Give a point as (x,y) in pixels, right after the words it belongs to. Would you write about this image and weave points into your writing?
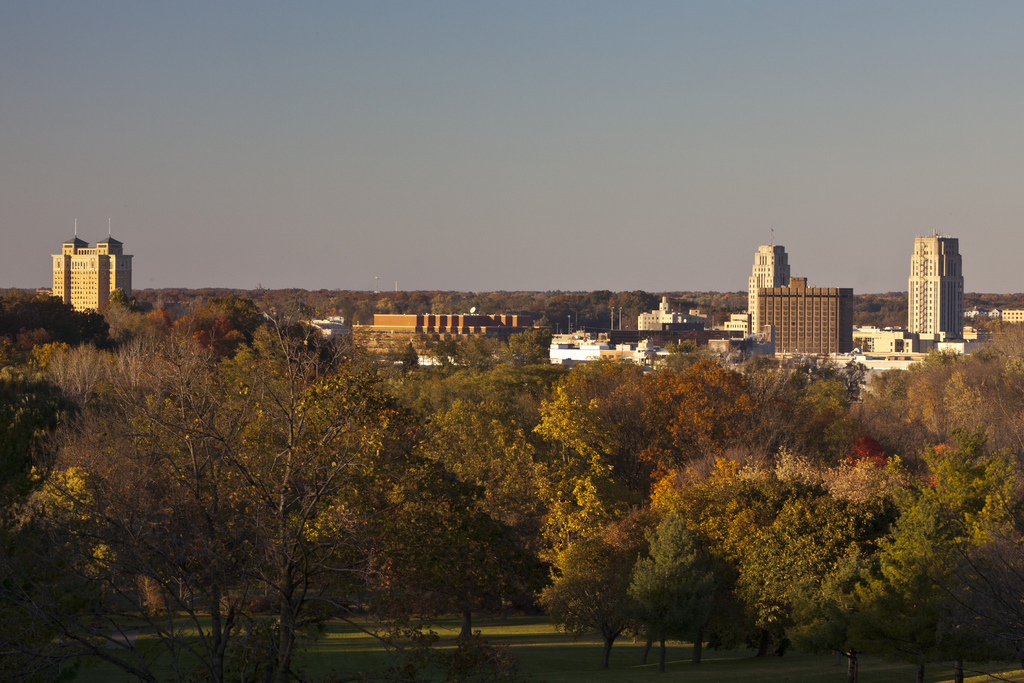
In the center of the image (561,370) we can see some buildings (638,346), trees (519,471) are present. At the bottom of the image (583,645) ground (565,656) is there. At the top of the image (608,150) sky (346,263) is present.
